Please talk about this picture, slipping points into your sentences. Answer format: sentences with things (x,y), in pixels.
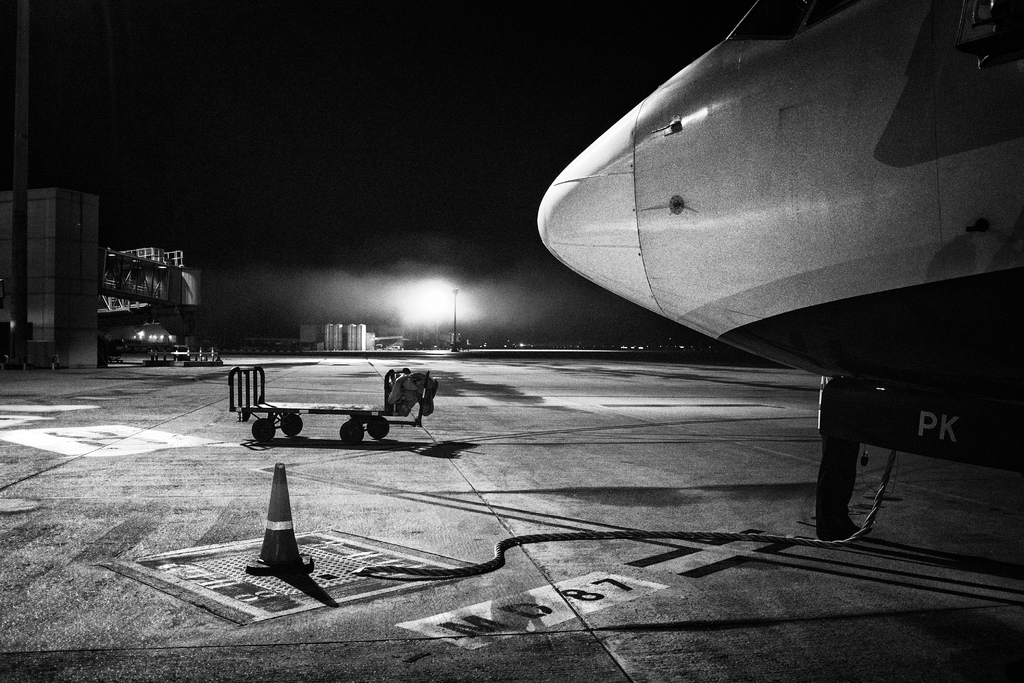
In this image I can see an aircraft (777,230). There is a trolley (312,413), barricade cone (286,485), light (414,295), building (76,257) and a walking path (178,280). Also there are tanks (360,346) and some other objects (179,257). And there is a dark background (206,296).
